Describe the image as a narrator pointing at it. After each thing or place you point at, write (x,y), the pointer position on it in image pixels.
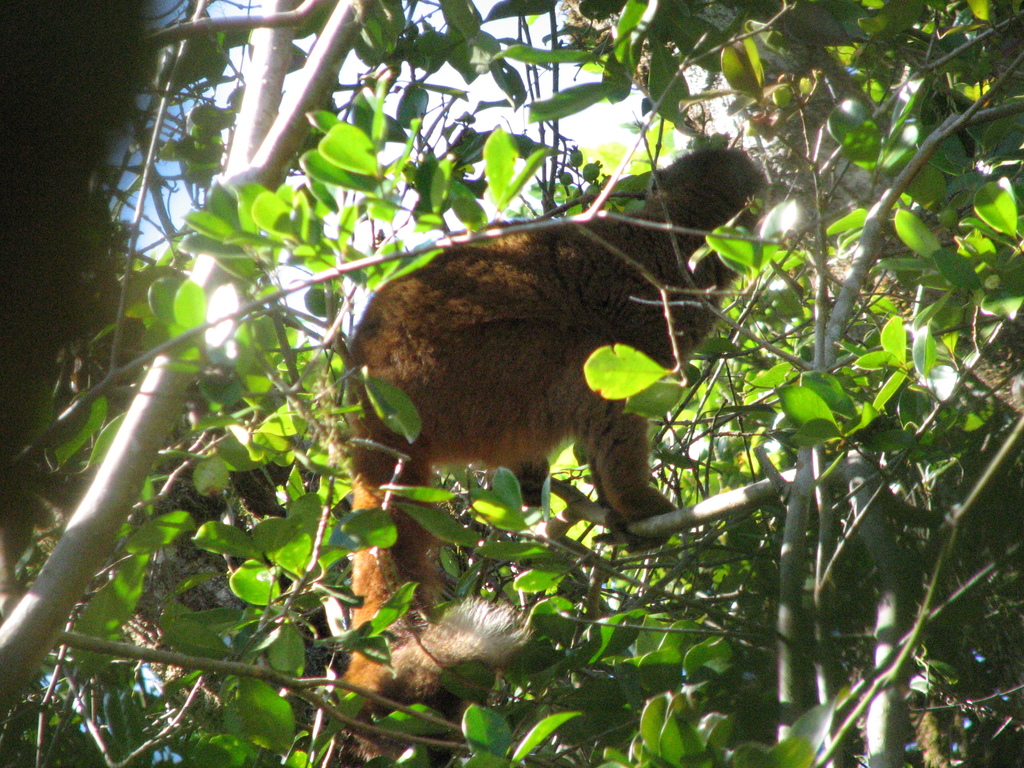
In this picture there is an animal (570,281) on the tree (904,401). At the top (493,89) there is sky (449,74).
